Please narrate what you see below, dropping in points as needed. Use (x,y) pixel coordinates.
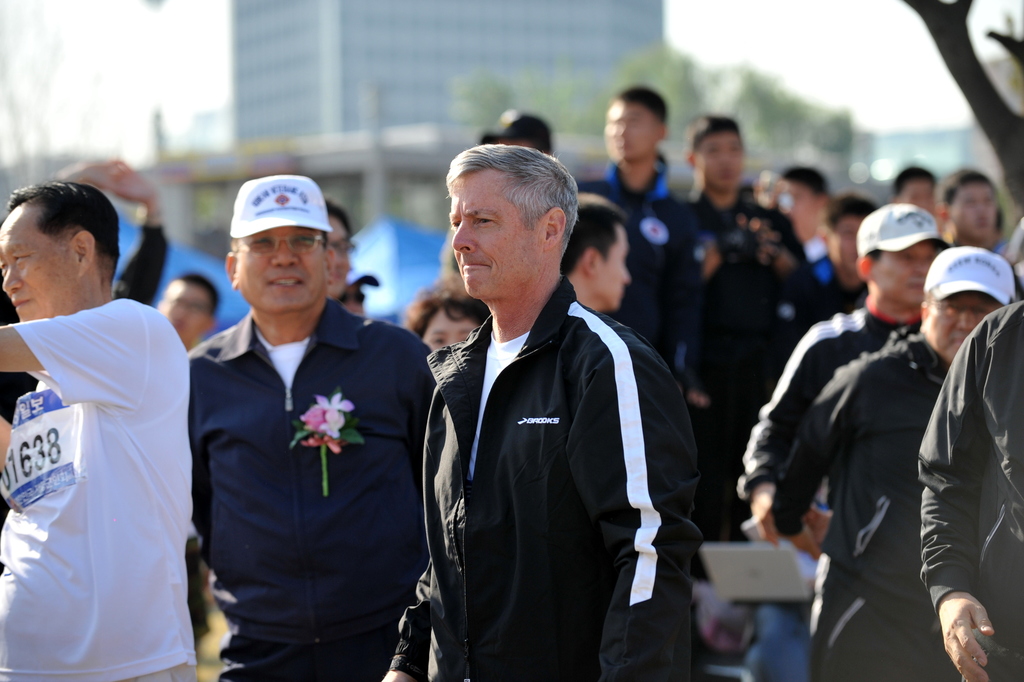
In this picture I can see group of people (311,326) standing, and in the background (397,31) there are trees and a building (337,122).
